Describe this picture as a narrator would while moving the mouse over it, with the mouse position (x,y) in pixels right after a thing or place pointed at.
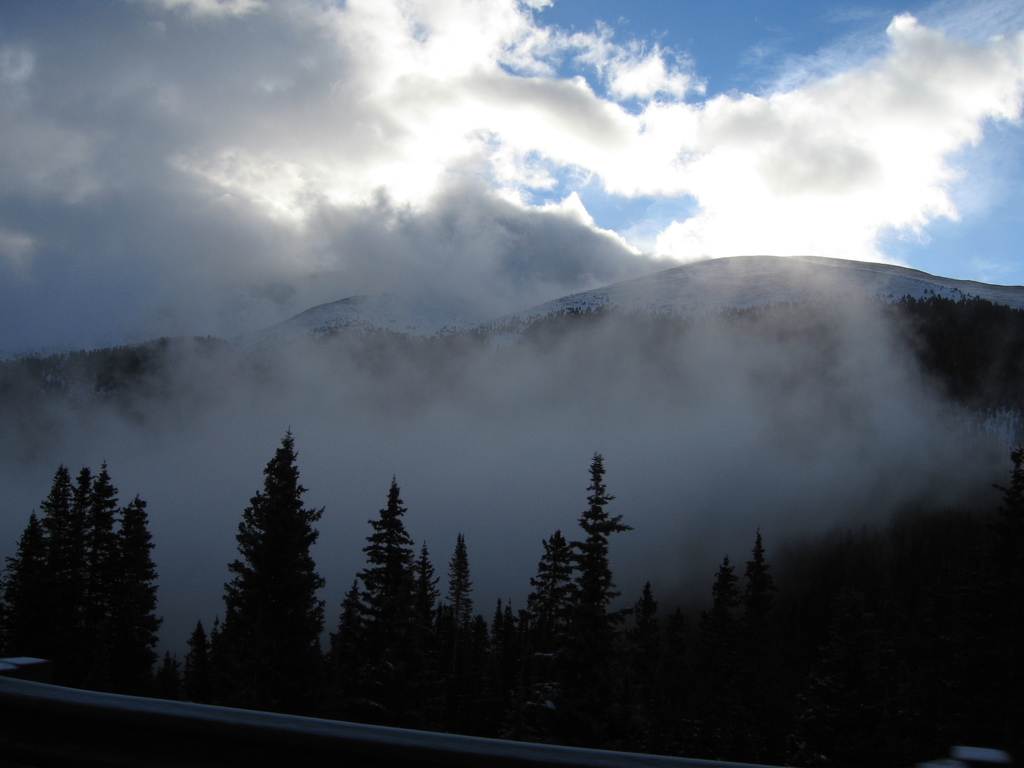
In this picture I can see trees (532,719), there is fog (563,381), there are mountains (657,271), and in the background (457,178) there is sky (457,178).
